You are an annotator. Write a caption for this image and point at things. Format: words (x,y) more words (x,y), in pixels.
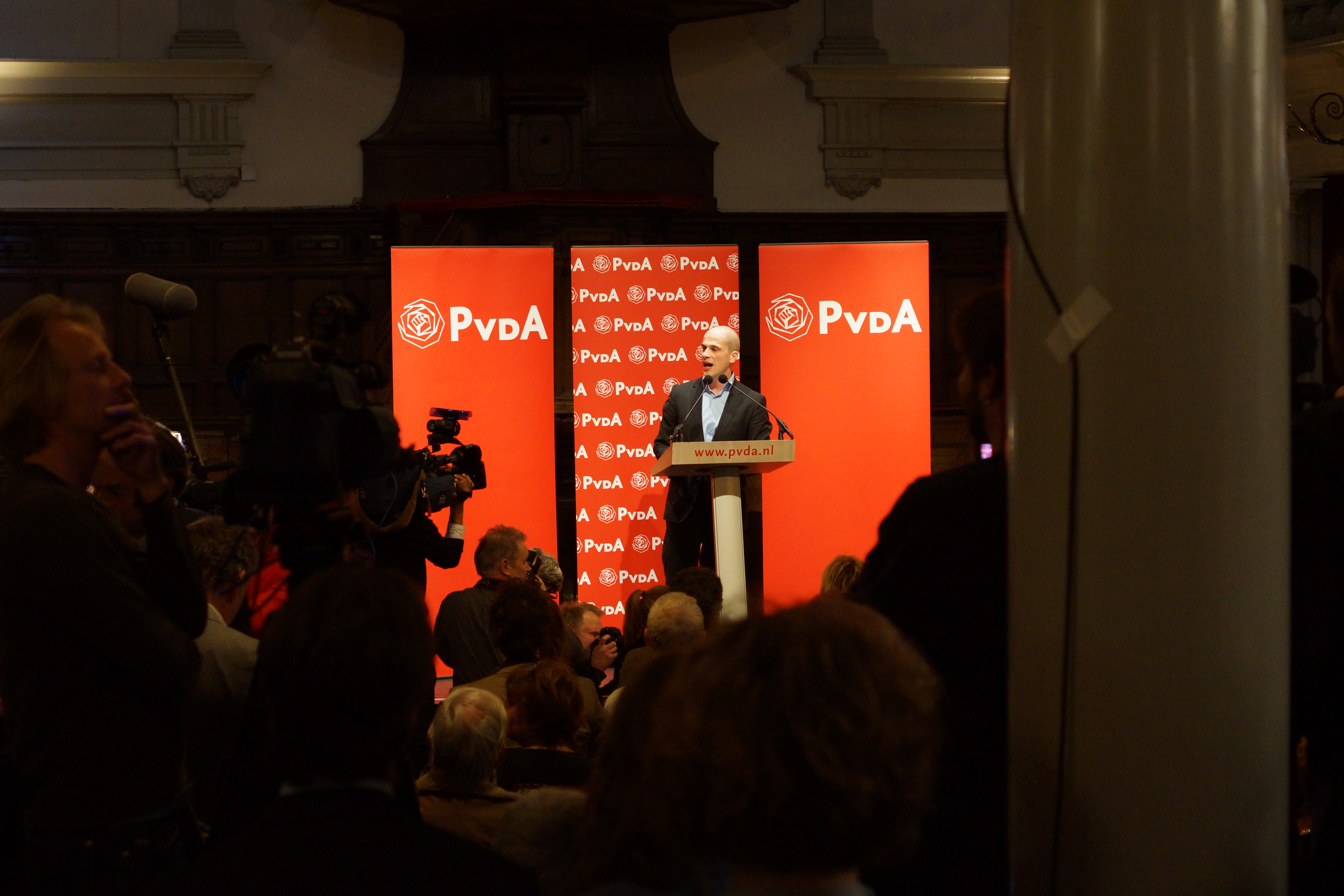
In the image there is a man (731,344) is standing in front of a table (691,448) and talking something, behind him there is a logo (617,322) and in the foreground (254,425) there are many people (401,566) holding cameras (284,460) and on the right side (1124,249) there is a pillar (1017,264).
